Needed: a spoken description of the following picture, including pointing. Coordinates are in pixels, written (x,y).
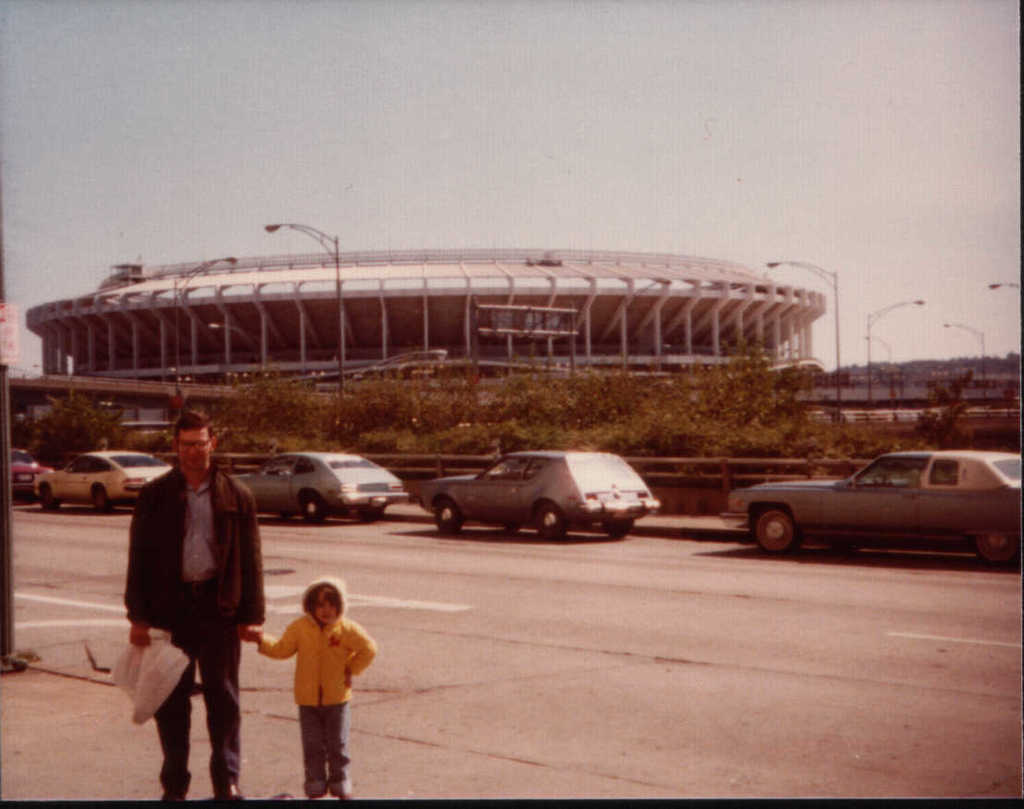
In this image, we can see two people (335,688) standing and wearing clothes (192,563). There are some cars (334,499) on the road (383,543). There is a pole (343,364) in between trees (273,411). There is a building (474,276) in the middle of the image (539,296). There are some street poles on the right side of the image (838,402). In the background of the image (755,117), there is a sky (566,86).
